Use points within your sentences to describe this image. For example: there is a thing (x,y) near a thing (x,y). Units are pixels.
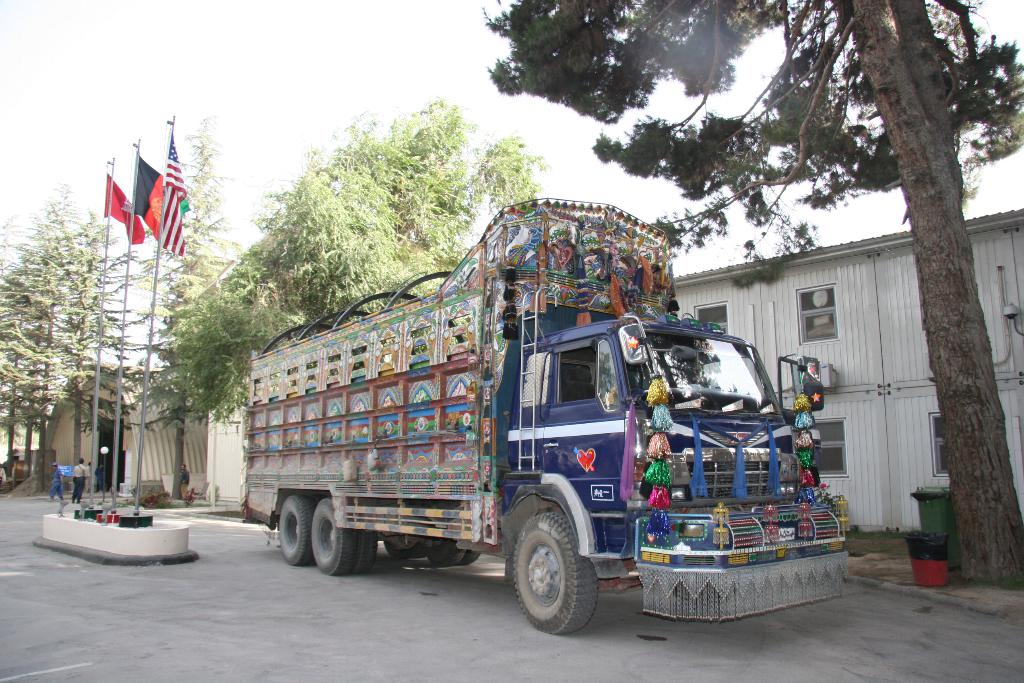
In this picture we can see blue truck (573,440) on the road (637,631). Behind we can see white warehouse (870,310) and some trees (931,298). In the middle of the road (91,571) we can see some flags (160,215). On the top (296,81) we can see the sky (299,64).
